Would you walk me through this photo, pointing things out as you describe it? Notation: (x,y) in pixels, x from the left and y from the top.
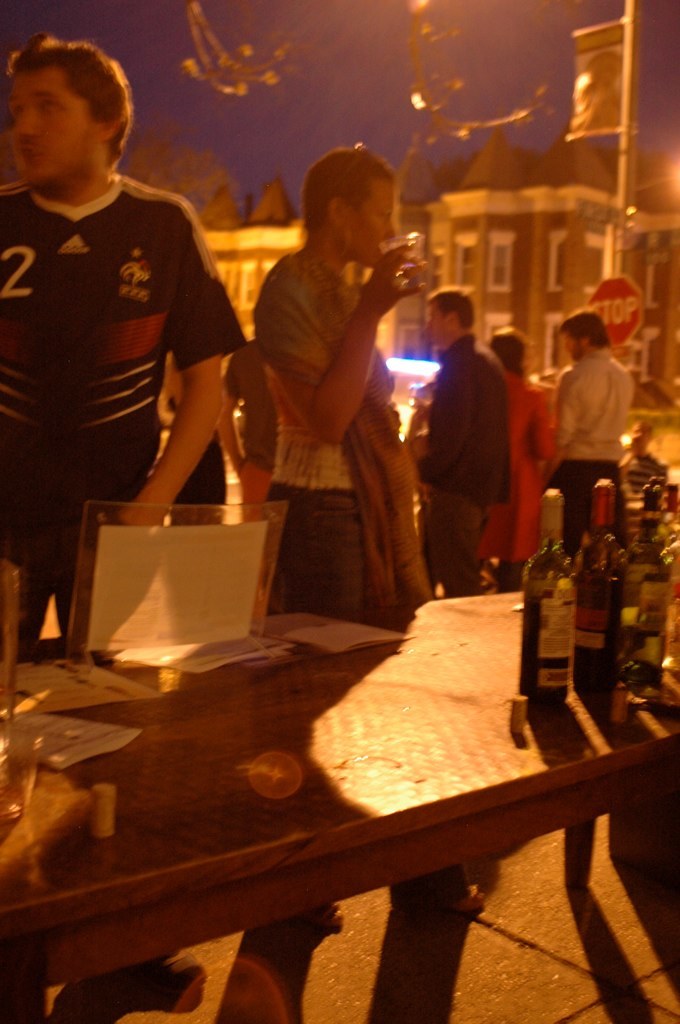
The image is taken at night time there are few people (388,391) standing, in front of them there is a table (366,668) and on the table (256,683) there are some bottles (542,660), in the background (495,195) there is a building (457,210) sky (376,59) and trees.
